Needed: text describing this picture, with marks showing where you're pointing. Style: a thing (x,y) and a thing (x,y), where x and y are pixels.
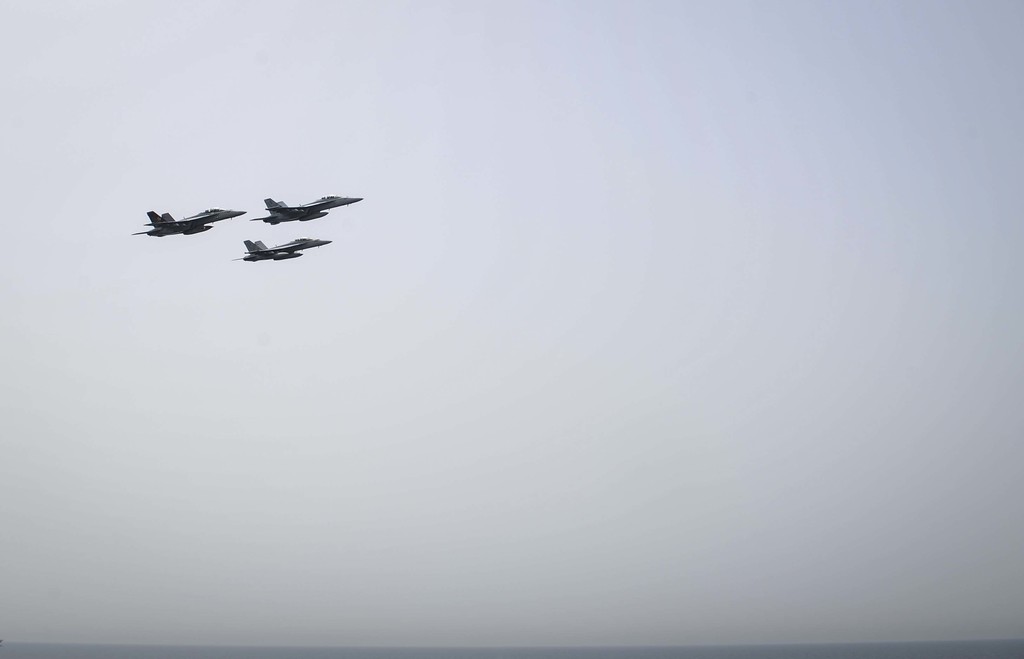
In the image there are three planes (163,231) flying in the sky (589,177).
